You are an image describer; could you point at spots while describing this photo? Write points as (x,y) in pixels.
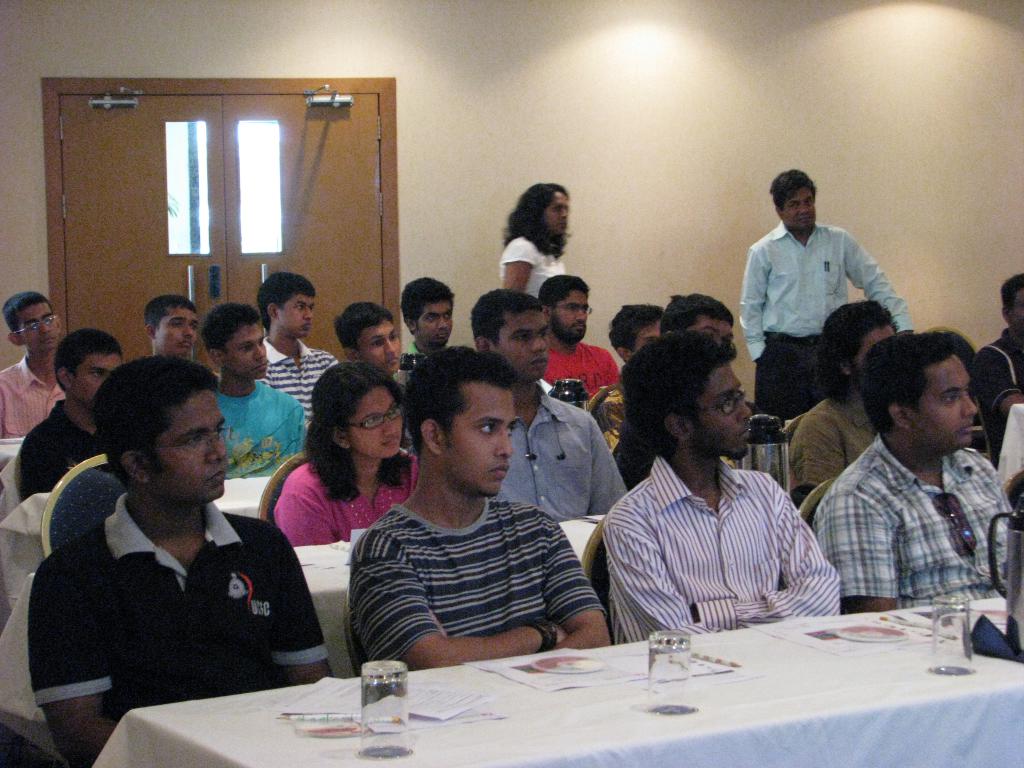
This picture is clicked inside. In the foreground (791,545) we can see the group of persons (416,480) sitting on the chairs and we can see the tables (553,692) on the top of which glasses (954,631), papers (924,633) and some other items (1018,595) are placed. In the background (445,137) there is a wooden doors (263,144) and a wall (688,111) and the two persons (784,219) standing on the ground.
